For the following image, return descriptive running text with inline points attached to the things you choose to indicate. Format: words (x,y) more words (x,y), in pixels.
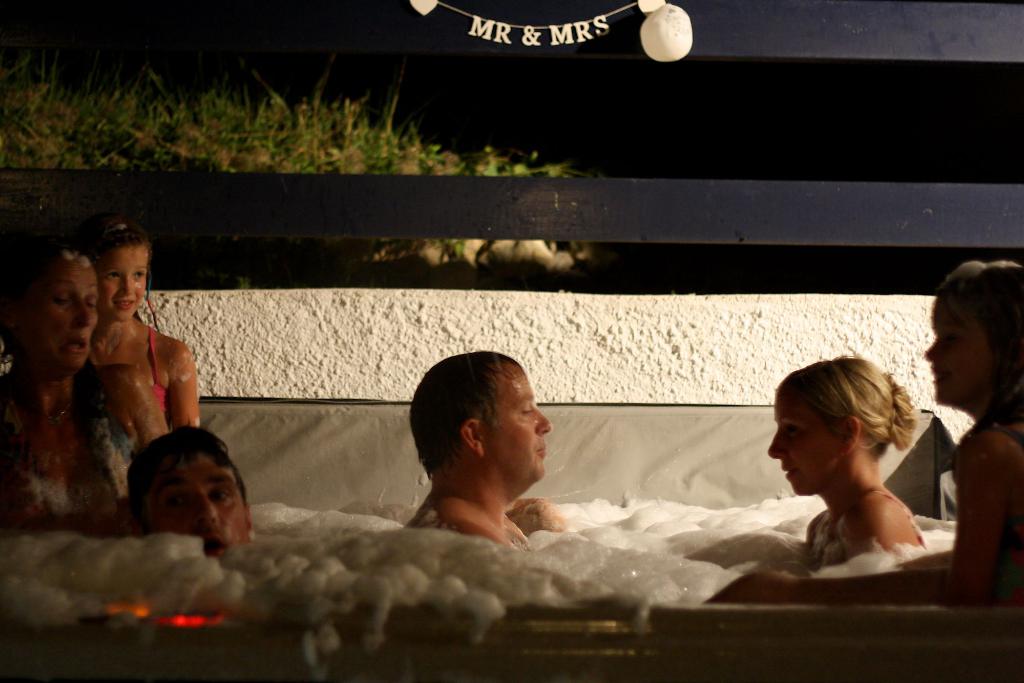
In the center of the image (508,438) there are people (120,258) in the bathtub (556,551). In the background of the image (542,225) there is a wooden fencing (531,187). There is grass (248,149).
